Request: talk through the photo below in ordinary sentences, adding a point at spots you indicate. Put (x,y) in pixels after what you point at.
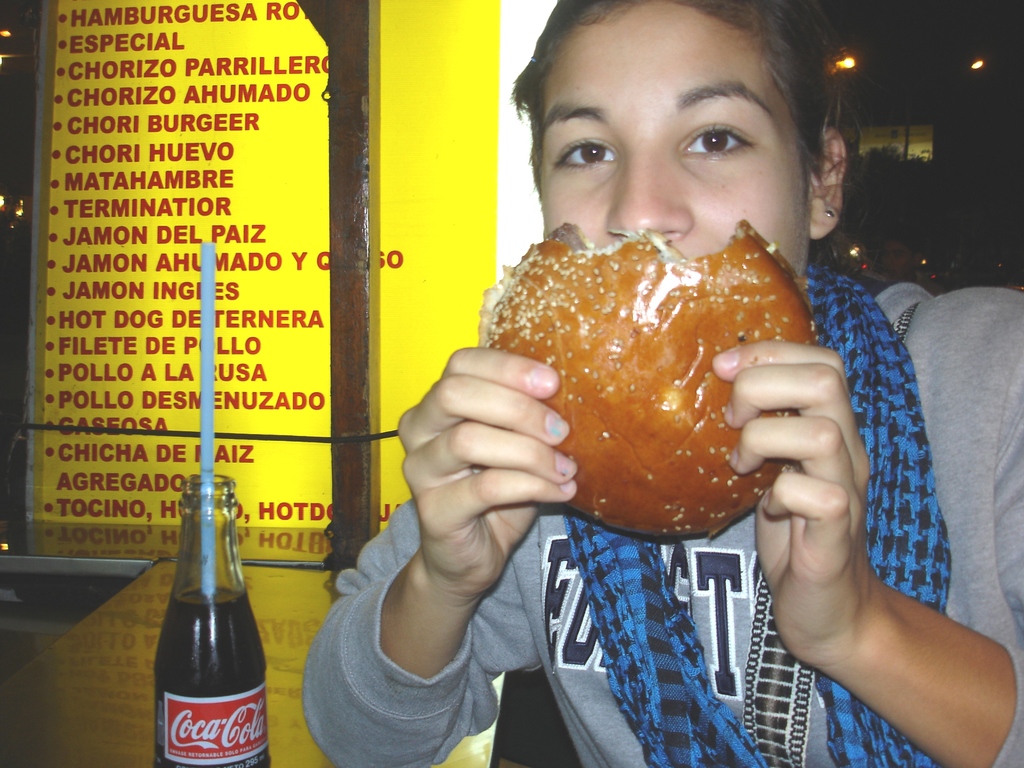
In the picture we can see a woman (530,371) eating a bun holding in her hand (532,385), she is wearing a T-shirt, near to her there is a table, on a table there is a bottle of cool drink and straw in it and we can also see in the background (212,93) there is a menu board (280,221) which is yellow in color, and we can also see some lights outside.
